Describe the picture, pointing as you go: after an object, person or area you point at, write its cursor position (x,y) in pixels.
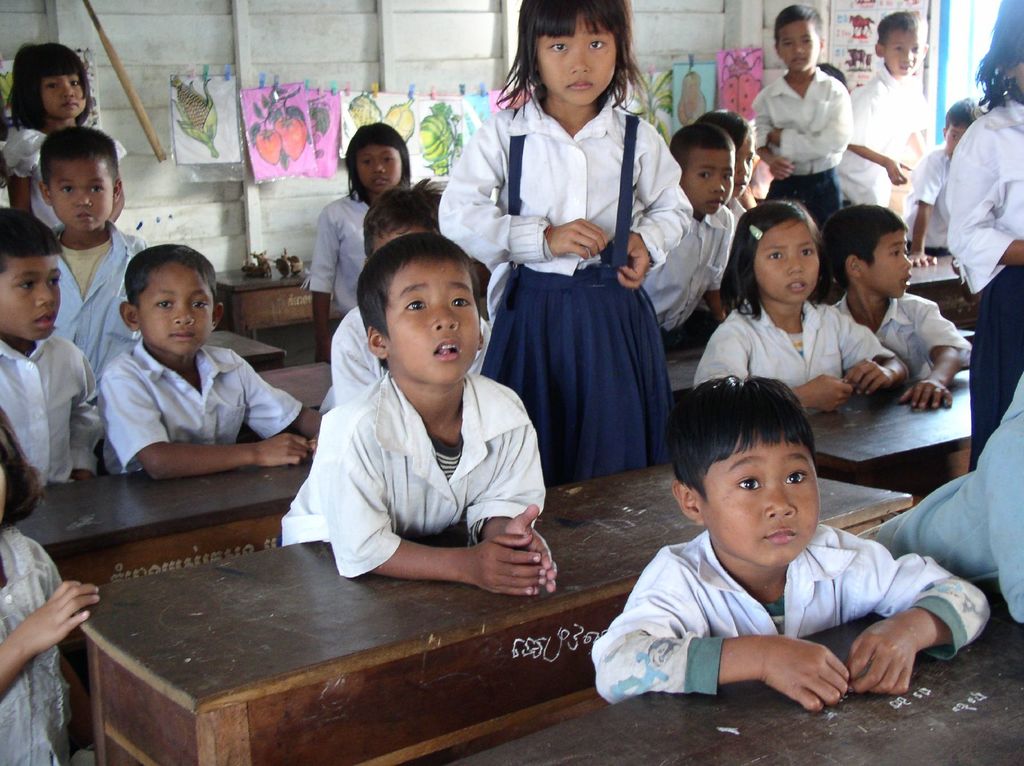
In this picture we can observe number of children (10,436) sitting on the benches (620,536). There are boys (151,334) and girls (676,219) wearing white and blue color school uniforms (510,399). In the background (207,118) there is a wire (338,92) to which white pink and blue color papers (303,120) were clipped. In the background (388,79) there is a white color wall (309,48).
